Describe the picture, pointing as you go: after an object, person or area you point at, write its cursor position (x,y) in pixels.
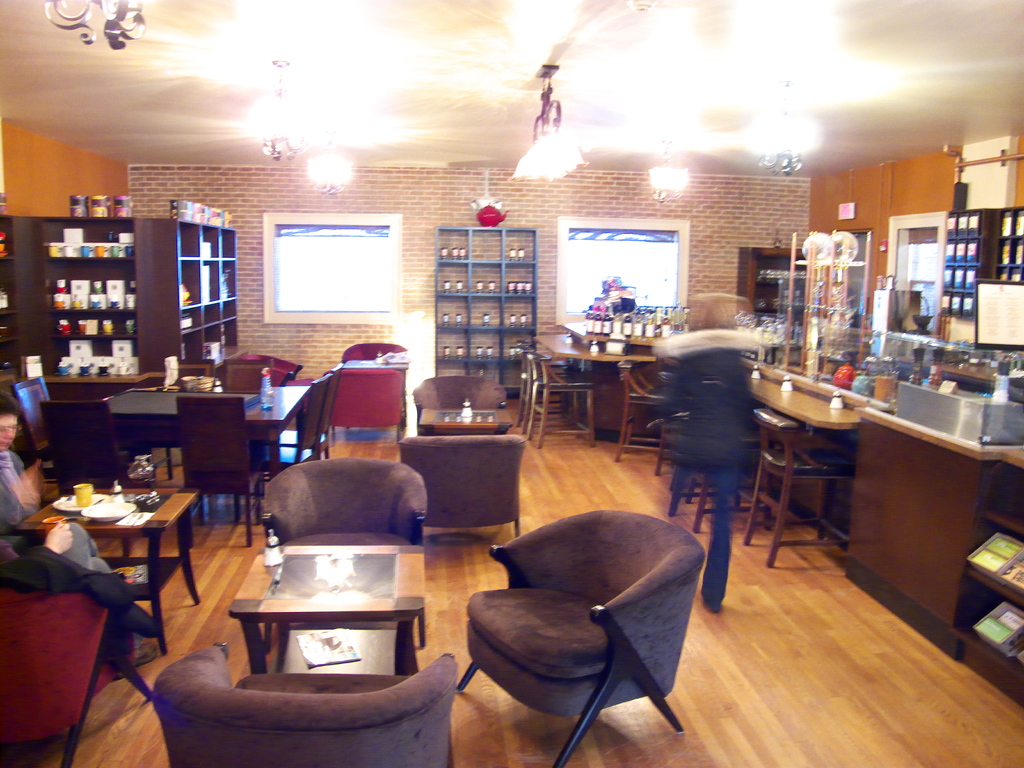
In this image, There is a floor (748,691) which is in brown color, And there are some chairs (561,602) in brown color, There is a table (347,619) in brown color, In the right side of the image (921,547) there are some tables (918,513) in brown color and there are some objects (855,383) kept on the table (639,433), There is a wall (744,220) which is in brown color, In the top (441,108) there is a white color roof (430,114) and there are some light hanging on the top (279,105).
